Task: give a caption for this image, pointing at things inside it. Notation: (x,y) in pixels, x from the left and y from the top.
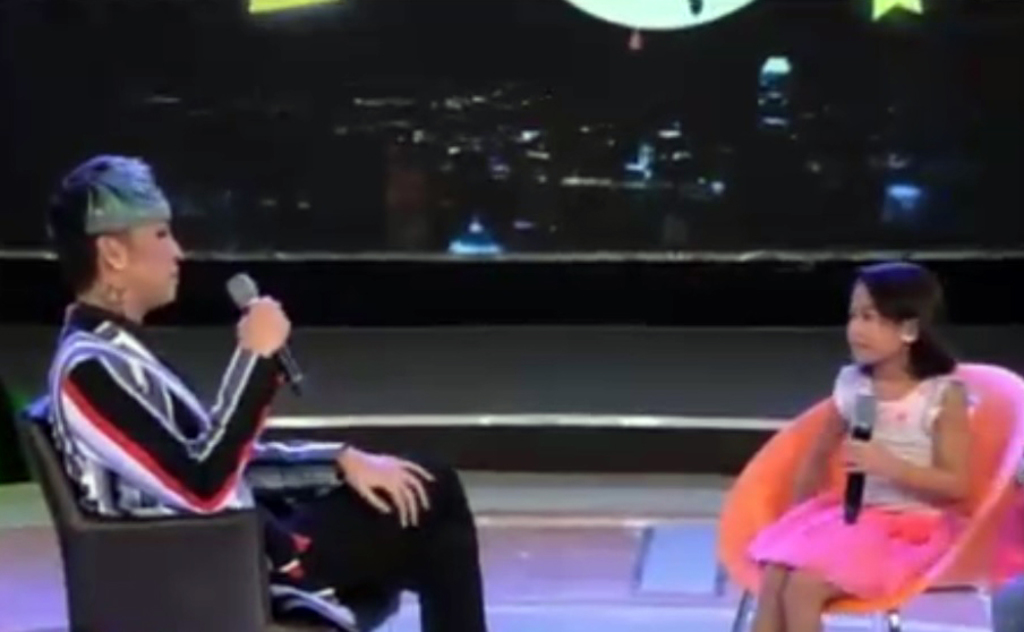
In this image I see a woman (326,600) and a girl (906,333) who are sitting on chairs (969,430) and both of them are holding mics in their hands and I see the floor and in the background (365,179) I see the lights (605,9) and it is dark over here.
